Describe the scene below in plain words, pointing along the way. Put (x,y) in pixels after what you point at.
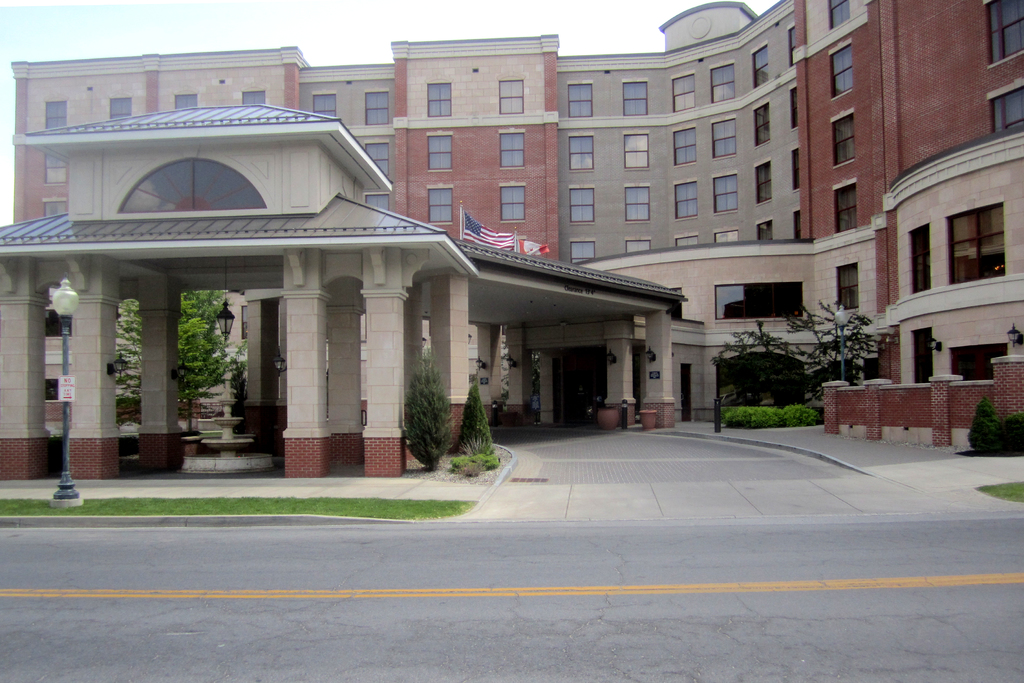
In this picture we can see a road (739,609), beside this road (669,609) we can see electric poles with lights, grass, plants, trees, here we can see a building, flags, name board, metal poles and some objects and we can see sky (577,20) in the background (639,3).
